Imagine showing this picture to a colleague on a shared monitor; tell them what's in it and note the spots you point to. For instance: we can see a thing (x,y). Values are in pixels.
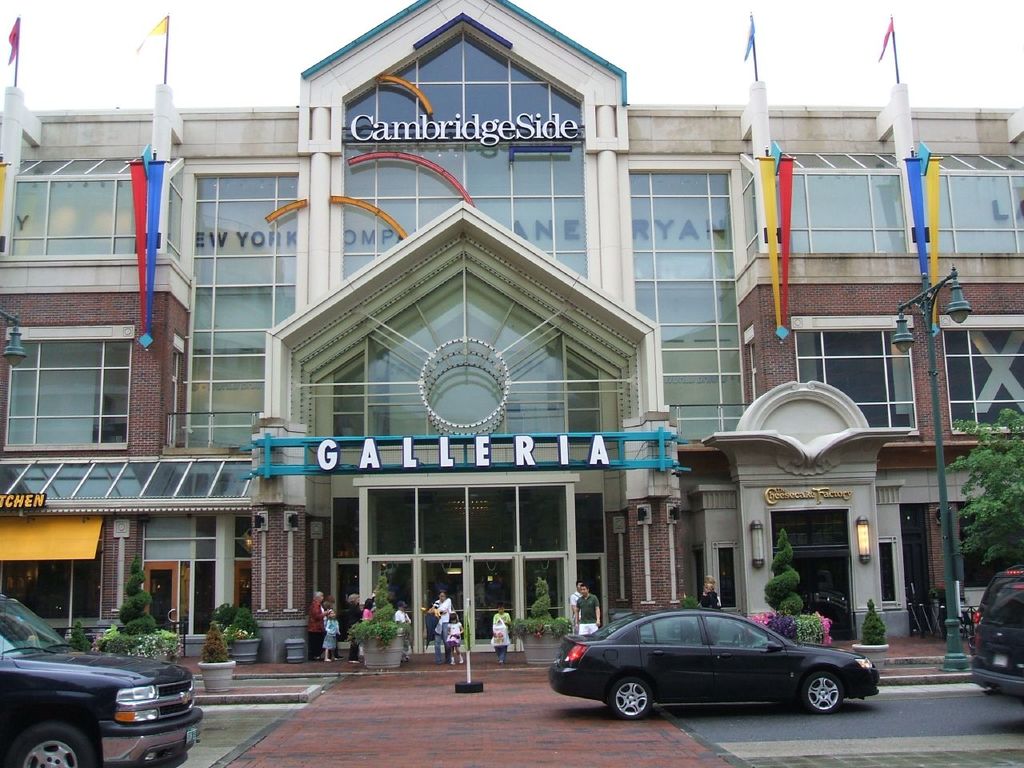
There are cars (864,666), plants (144,647) people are present. There is a pole (924,276), buildings (398,285) and flags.
